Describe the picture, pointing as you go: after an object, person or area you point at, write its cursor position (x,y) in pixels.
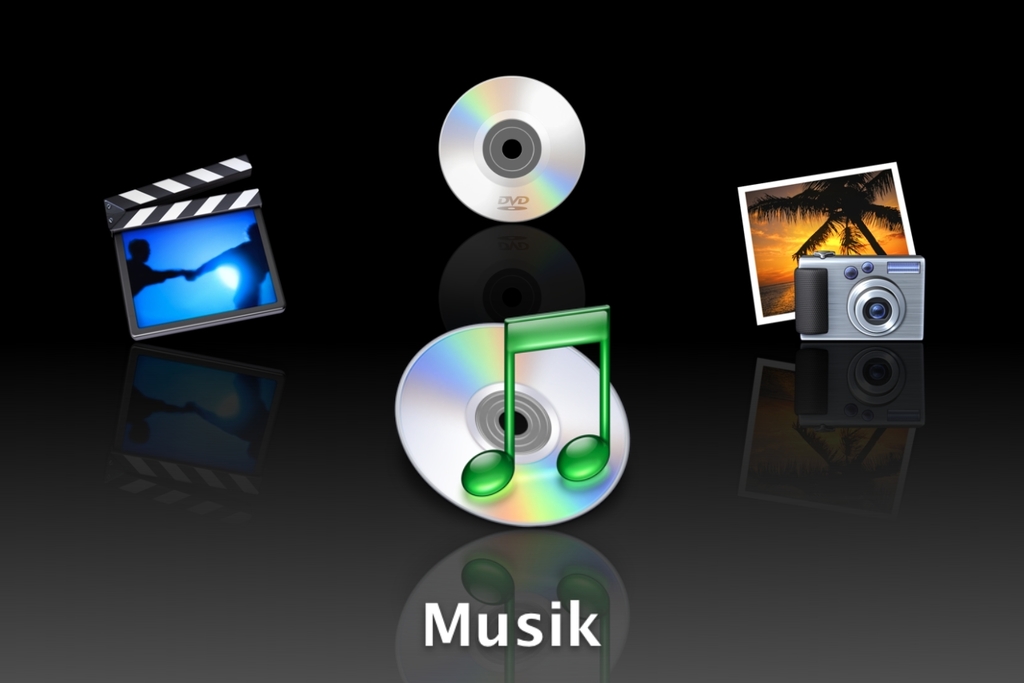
In this image I can see depiction picture where I can see two disks (495,169), a photo (749,217), a camera (813,288) and few other things (204,271). I can also see something is written on the bottom side of this image (516,642).
